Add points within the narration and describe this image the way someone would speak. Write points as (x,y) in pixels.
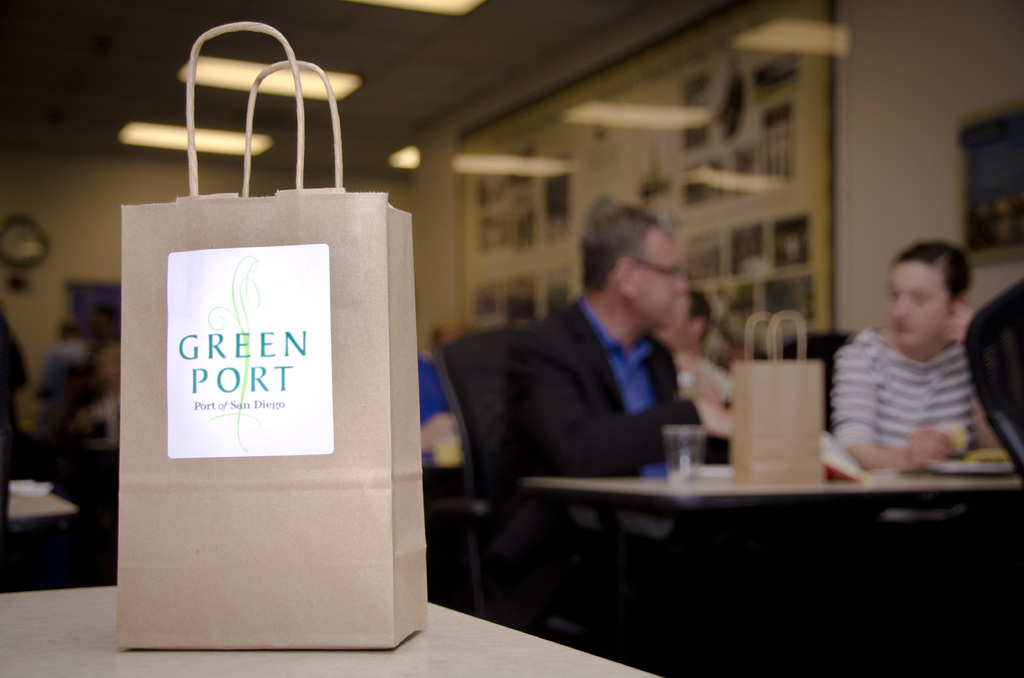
In the image there is a paper bag (210,291) kept on a table (455,666), behind that bag (387,372) there are few people (603,379), a table (722,490) and there are some objects (767,428) on the table (622,481).
